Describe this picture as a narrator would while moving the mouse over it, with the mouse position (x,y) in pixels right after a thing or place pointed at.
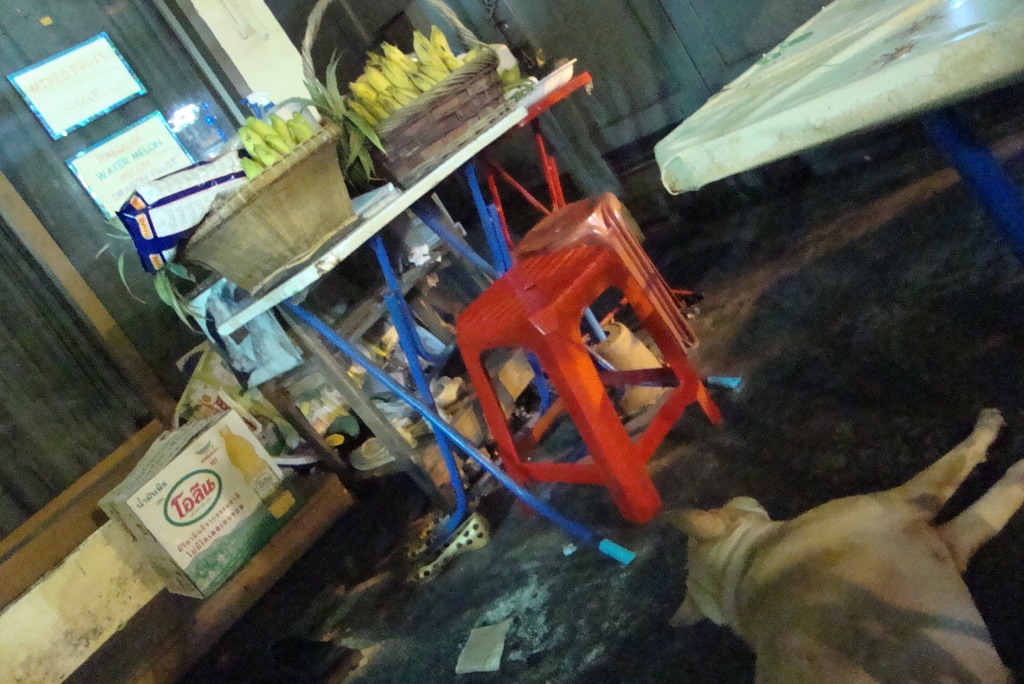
In this image we can see a dog (884,605) on the surface (873,285). We can also see the stools (562,274), tables (872,47) and on the table (364,219) we can see the banana baskets (407,148), a bag (136,210). We can also see the flower pot (242,247), cardboard box (217,421), a glass window (44,161) with some papers (86,79) attached to it. We can also see a pair of shoes (438,523) on the surface (506,625).
